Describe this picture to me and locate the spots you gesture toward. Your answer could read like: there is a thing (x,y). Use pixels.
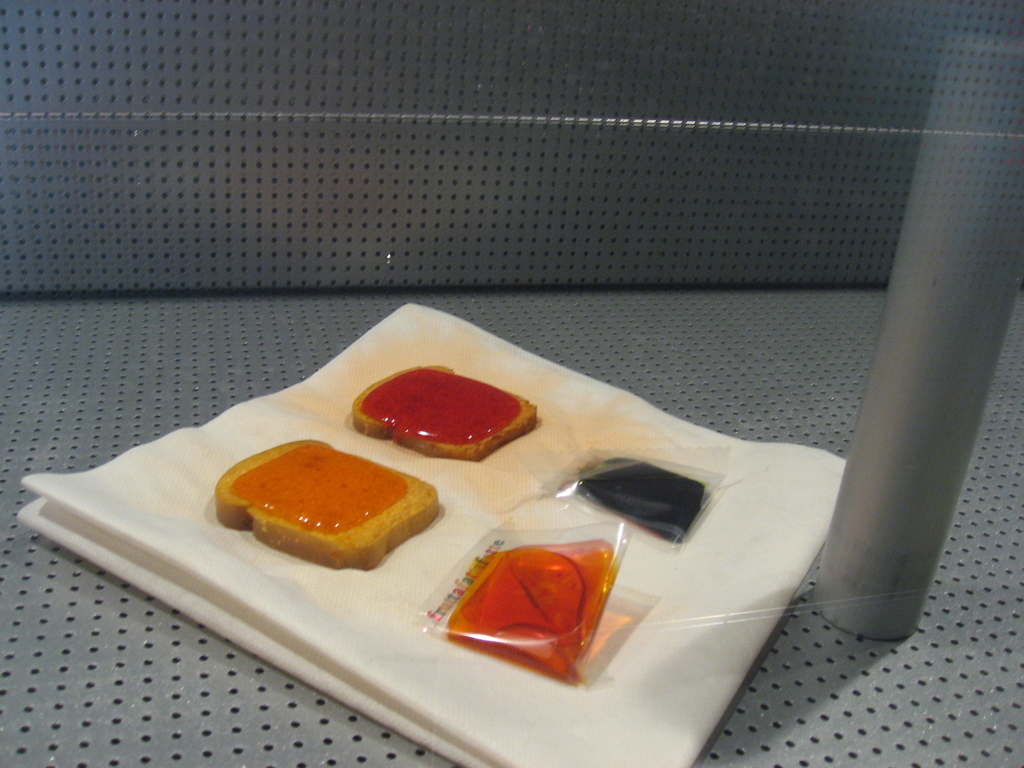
In this picture there is a bread jam (389,487), honey (507,575) and other objects (672,480) on the white cloth (515,751). In the back (584,17) we can see wall (637,177).
